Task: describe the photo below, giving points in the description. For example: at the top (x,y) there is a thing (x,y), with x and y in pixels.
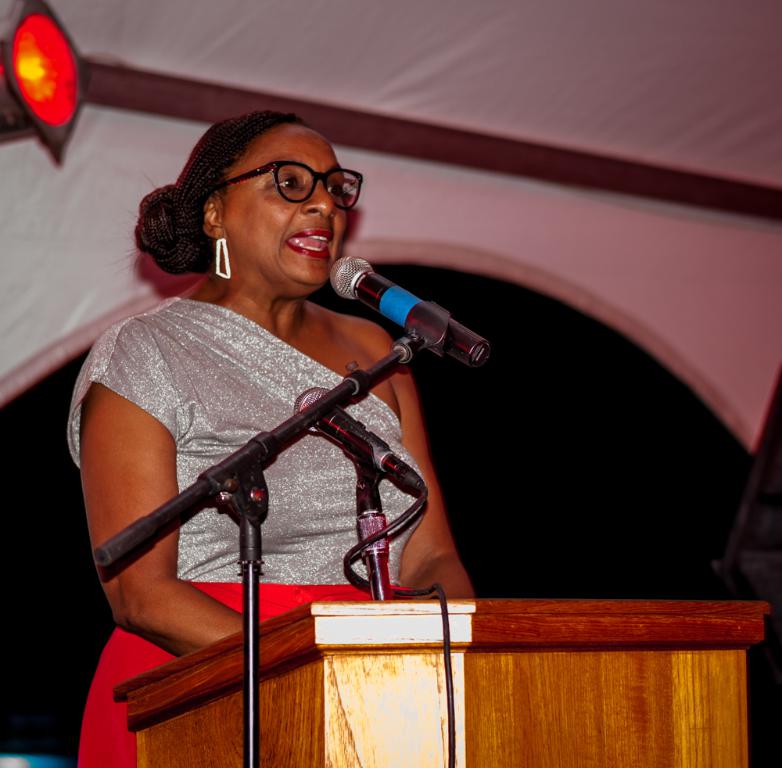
In this image we can see a woman (157,568) standing at the podium (315,688) and mic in front of her. In the background (165,99) we can see electric lights (66,121) and walls (453,116).
